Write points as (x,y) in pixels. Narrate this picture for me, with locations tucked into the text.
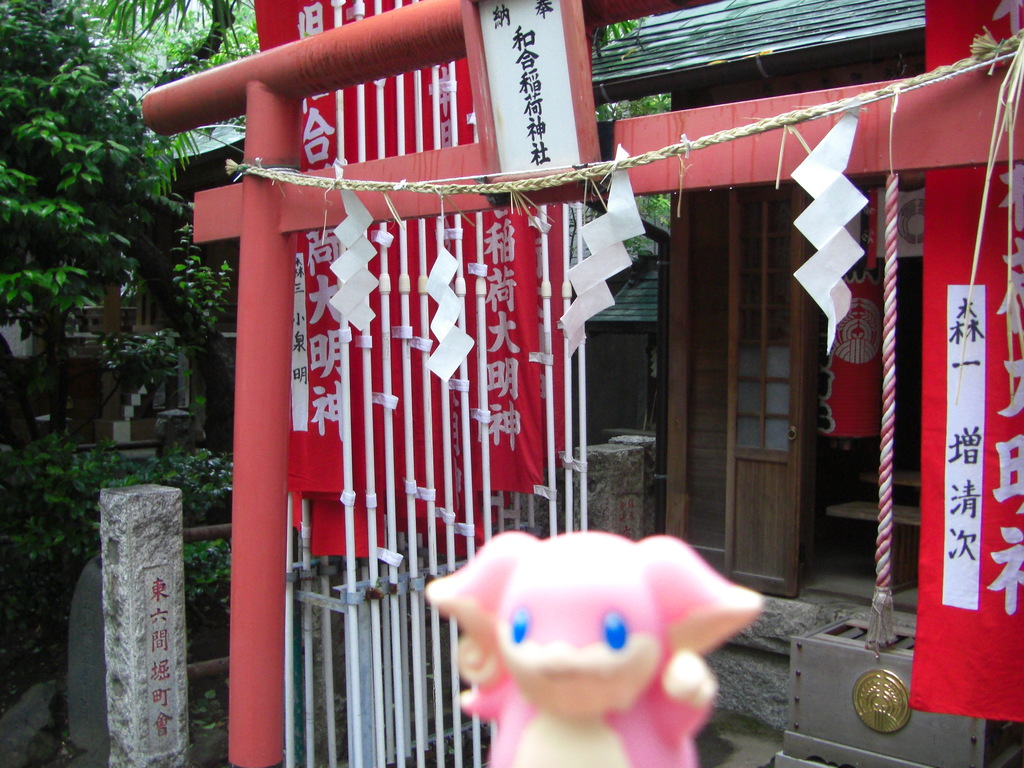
In this image, we can see a toy (531,611) in the front (553,708) and in the background (708,367), there are trees (110,217), sheds (588,340) and we can see some banners (519,377).
